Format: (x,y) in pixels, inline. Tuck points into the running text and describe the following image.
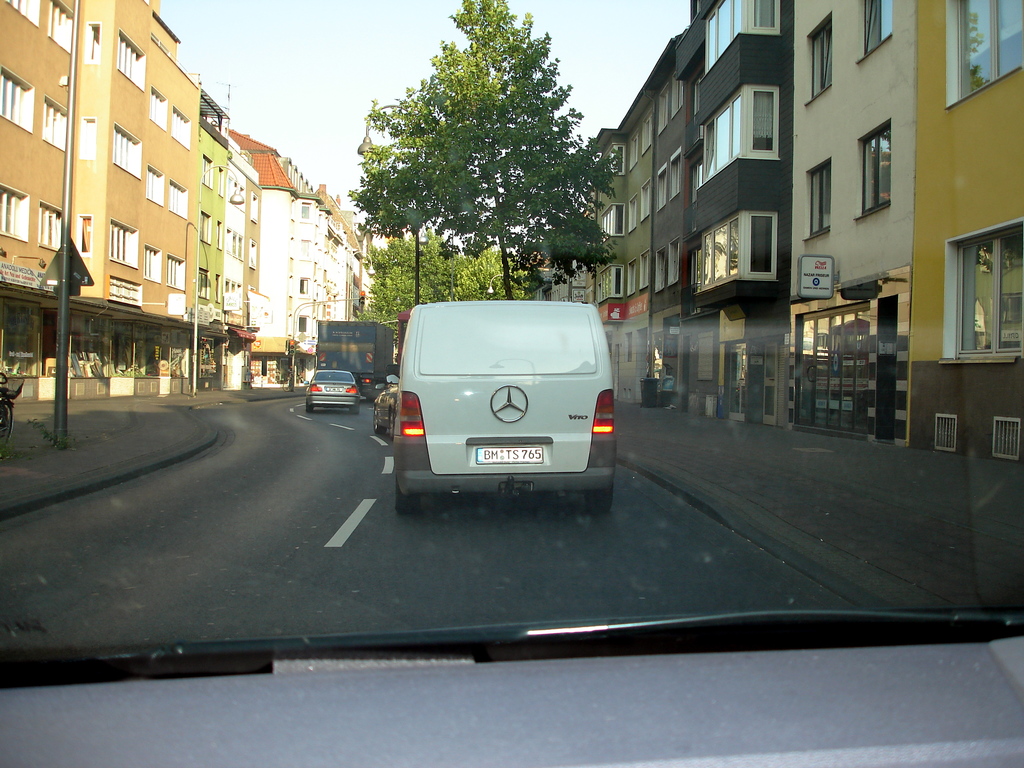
In the foreground of this image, through the glass (445,638) of a vehicle (472,659), we can see vehicles (346,360) moving on the road (306,438) and on either side, there are buildings (802,168) and few boards (806,282). On the left (68,280), there is a pole (68,314) on the side path (124,433). In the background (385,203), there are trees (449,144), buildings (336,231) and the sky (311,66).
